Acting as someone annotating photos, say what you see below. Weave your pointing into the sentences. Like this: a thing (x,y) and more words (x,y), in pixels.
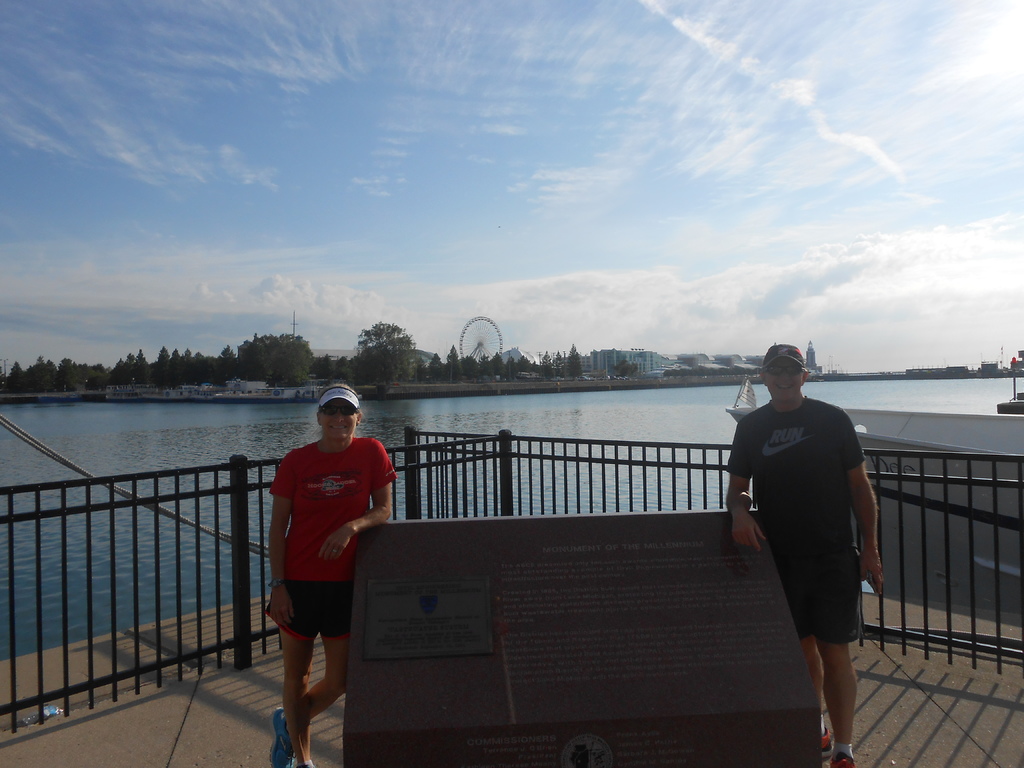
In this picture I can see two persons (322,702) standing, there is a boat (1008,580) on the water (547,425), there are iron grilles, there are buildings (614,351), trees (543,376), there is a Ferris wheel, and in the background (397,186) there is sky (519,147).
